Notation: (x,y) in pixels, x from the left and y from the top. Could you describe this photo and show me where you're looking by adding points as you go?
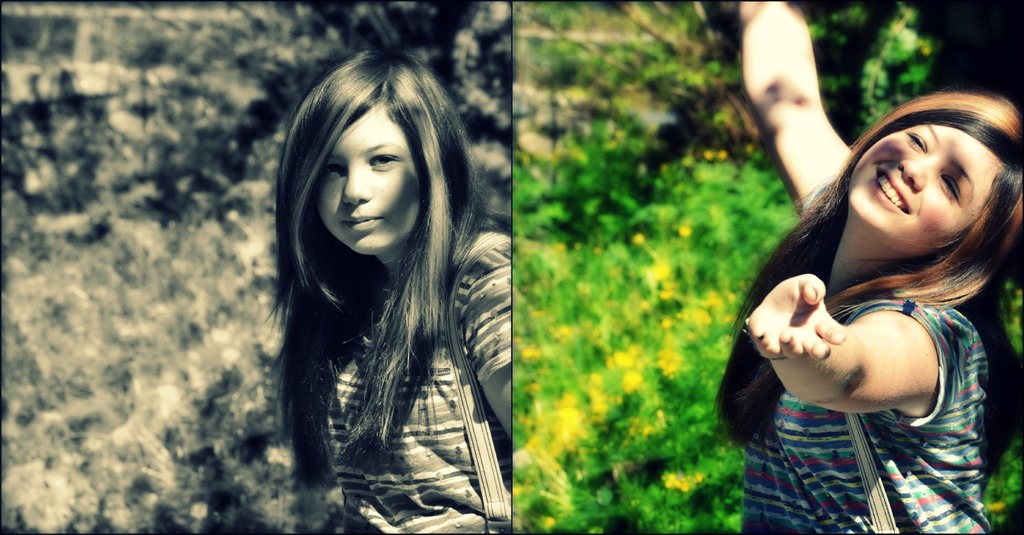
Here we can see collage of two pictures, in these pictures we can see a girl (502,357) and plants (624,354) in the background (634,102), a picture on the left side (284,216) is in black and white color.
